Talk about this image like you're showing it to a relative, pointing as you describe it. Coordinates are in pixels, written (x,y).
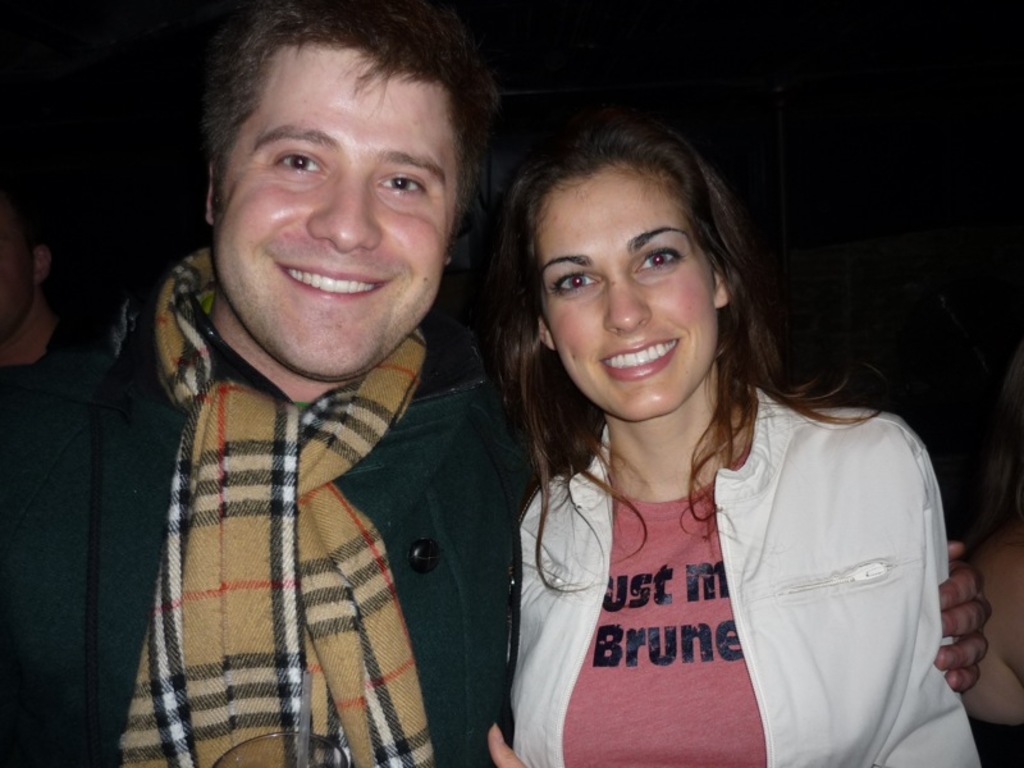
In this image in the foreground (487,403) there is one man (321,213) and one woman (628,380) and they are smiling, in the background (27,252) there are some persons (1006,555).
